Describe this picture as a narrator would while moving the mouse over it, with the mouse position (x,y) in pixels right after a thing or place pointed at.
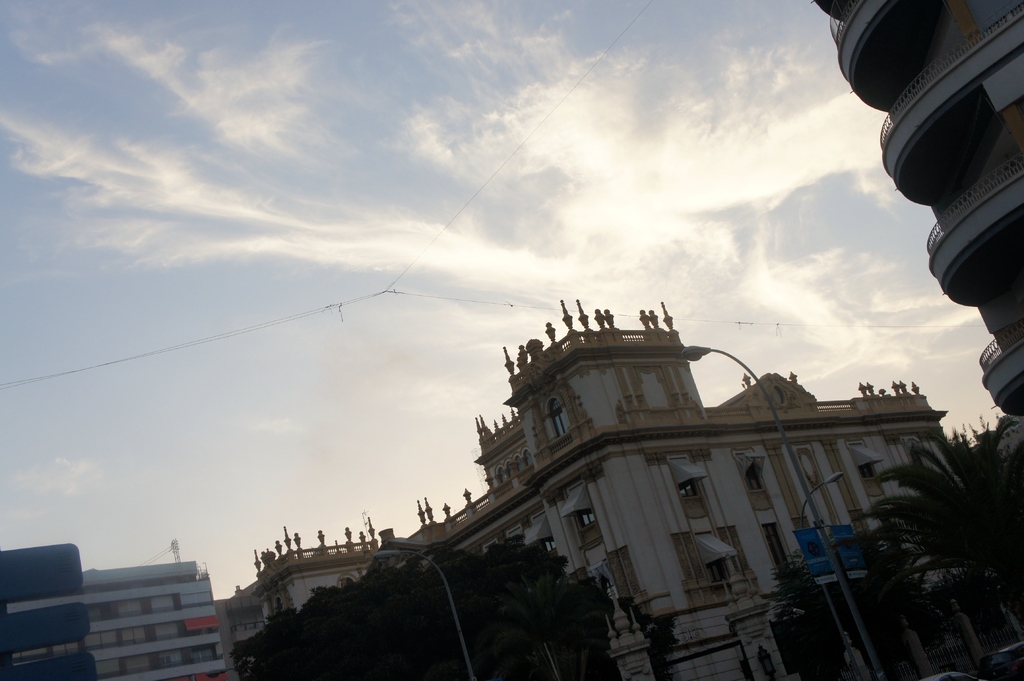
In this picture I can see buildings (570,518), trees (921,612) and few pole lights (823,481) and I can see couple of cars (992,658) at the bottom right corner of the picture (1009,660) and I can see a banner (855,559) to the pole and a blue cloudy sky (460,257).
